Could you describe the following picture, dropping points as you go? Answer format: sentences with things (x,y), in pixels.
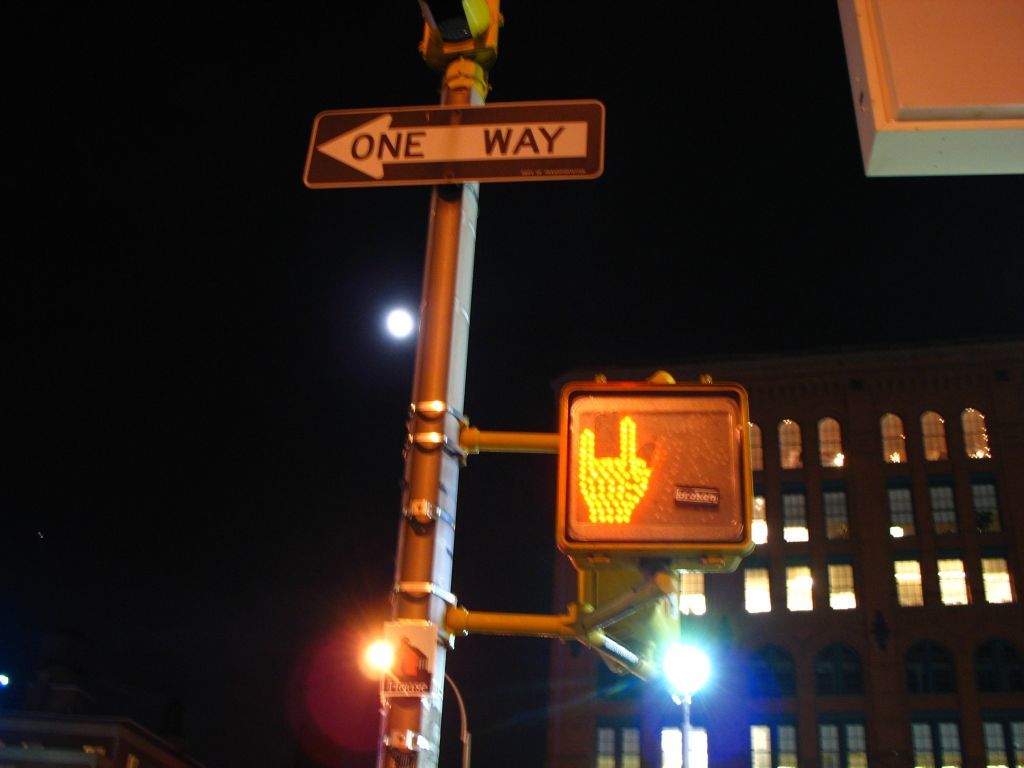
Here we can see a sign board (377,166), light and traffic signals board (566,535) on pole (427,743). In the background (238,404) there are buildings (843,627), windows (696,601), moon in the sky (651,340) and on the right (962,65) at the top corner (919,77) there is an object (939,49).
